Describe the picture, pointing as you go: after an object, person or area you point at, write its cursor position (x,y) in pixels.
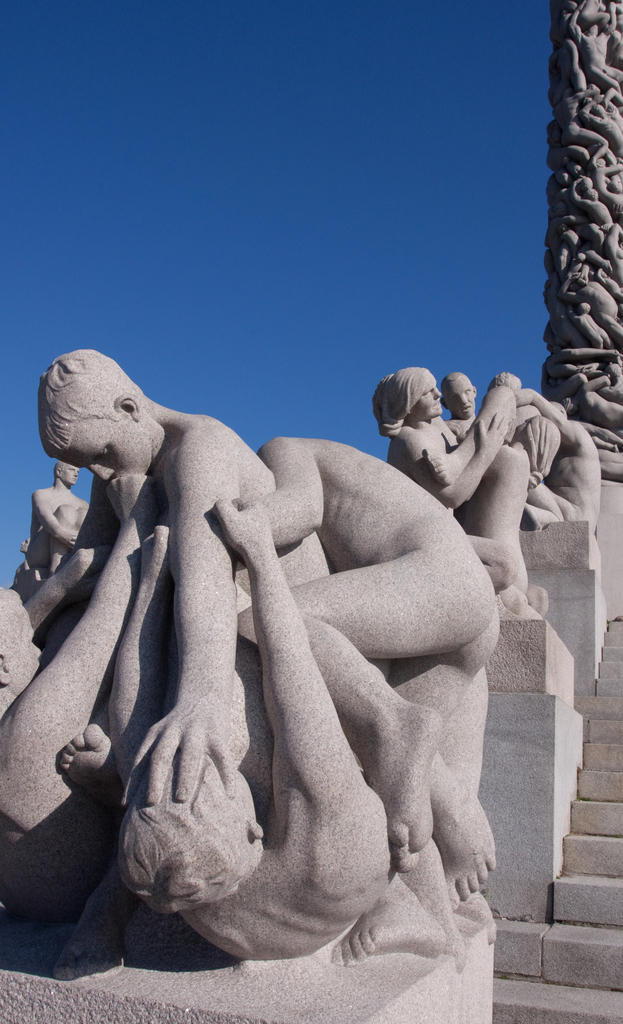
In this picture we can see the sculpture of people (346,560), stairs (619,846), a pillar (592,417) and the sky (248,233).
